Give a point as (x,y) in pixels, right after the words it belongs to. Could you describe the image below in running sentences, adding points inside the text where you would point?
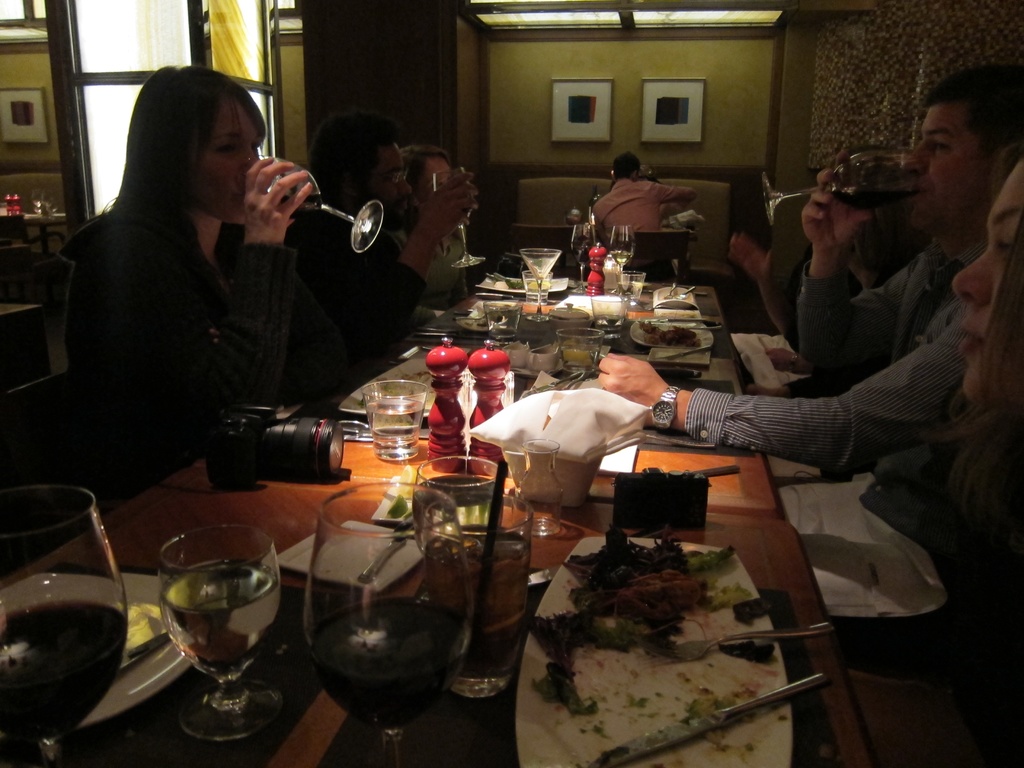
In this image I can see few people (1007,375) are sitting on chairs (53,409). Here on this table (169,505) I can see number of glasses (394,667), foods (652,570), plates (689,666) and a camera (227,447). In the background (546,130) on this wall (515,125) I can see two frames (658,127).
